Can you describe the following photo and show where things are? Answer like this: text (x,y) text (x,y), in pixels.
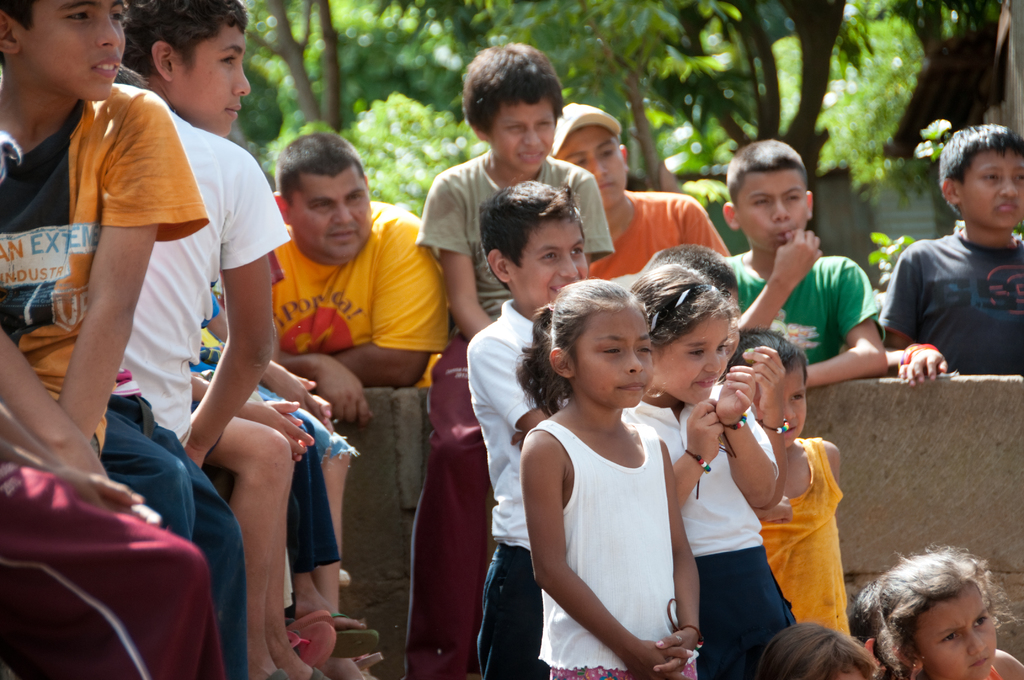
In this image there are groups of people (297,277), some people (128,352) are sitting, some people (482,378) are standing, there is a wall (904,464), there are trees (402,34) behind the persons (616,536).
